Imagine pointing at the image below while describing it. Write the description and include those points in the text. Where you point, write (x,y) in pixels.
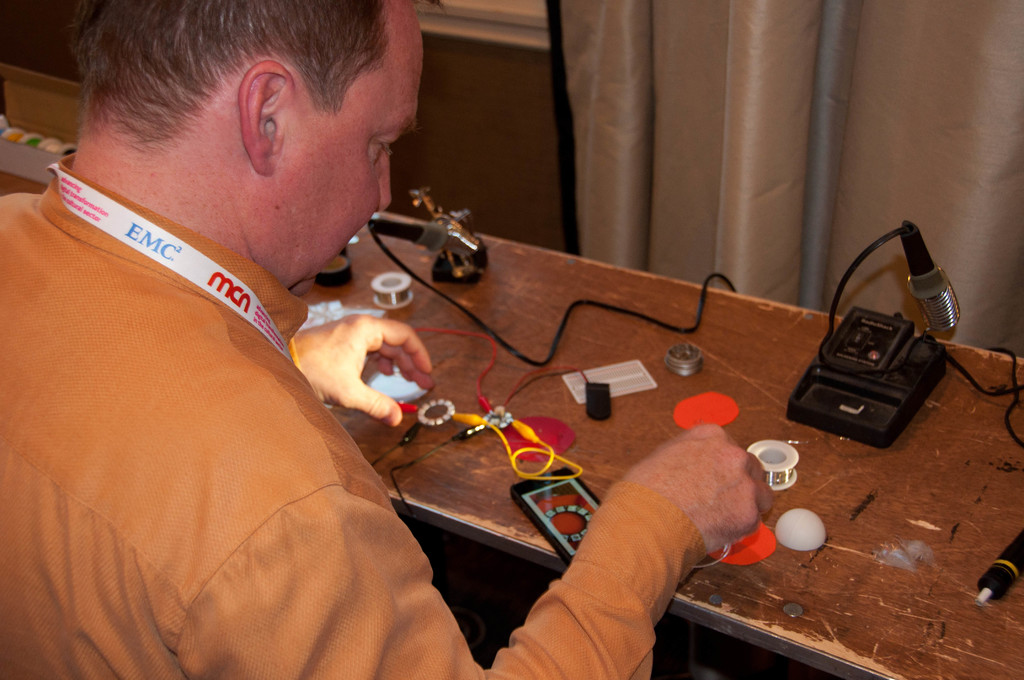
In this picture there is a person (228,509) wearing orange shirt (240,467) is holding an object (767,469) in his hand (708,504) and there is a table (573,362) in front of him which has few objects (523,479) on it and there is a curtain (947,111) in the right top corner (961,118).
